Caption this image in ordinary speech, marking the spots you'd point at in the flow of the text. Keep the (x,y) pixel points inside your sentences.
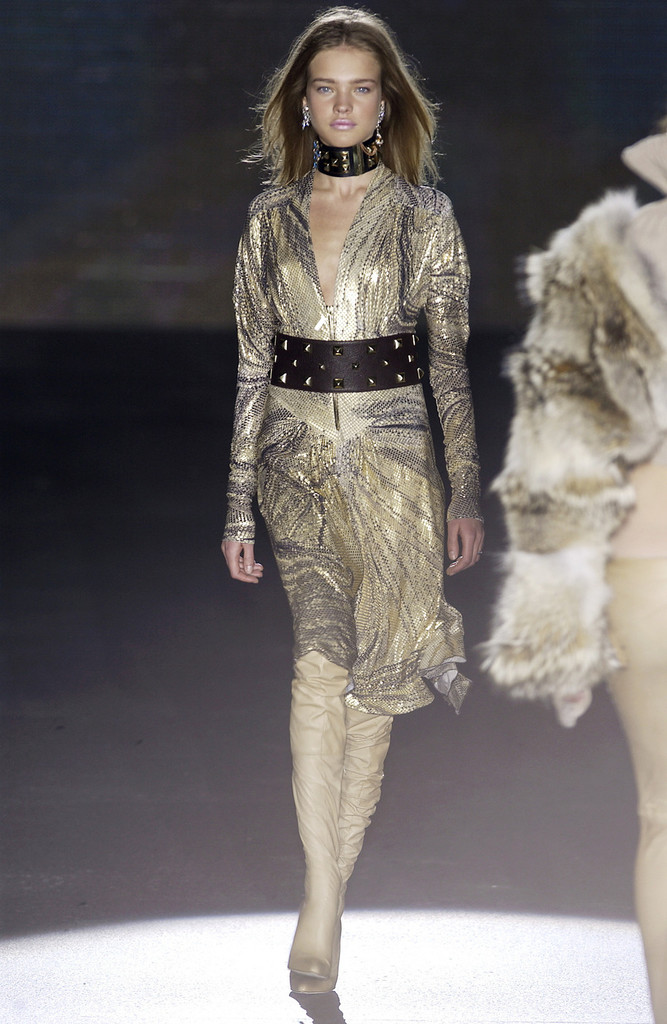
In the center of the image (324,614) we can see a lady (278,493) walking. On the right (657,497) we can see a person (634,602). In the background (521,40) there is a wall (128,307).
